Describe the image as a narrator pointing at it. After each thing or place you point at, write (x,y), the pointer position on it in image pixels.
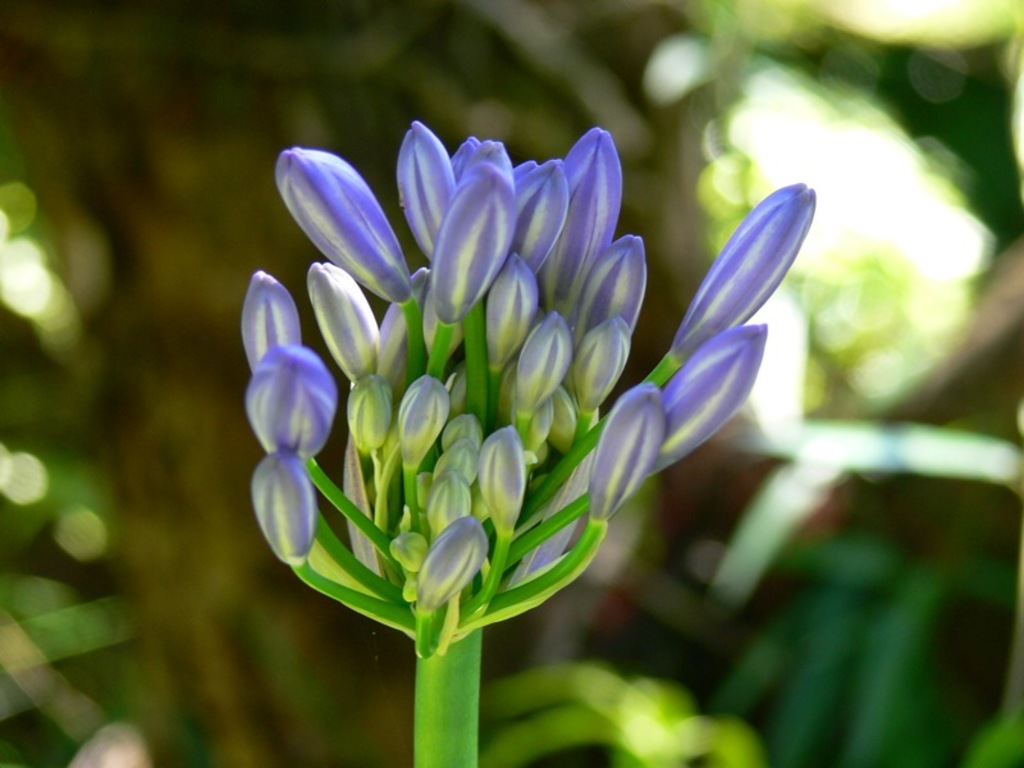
In the center of the image (456,260) we can see buds (453,399).
